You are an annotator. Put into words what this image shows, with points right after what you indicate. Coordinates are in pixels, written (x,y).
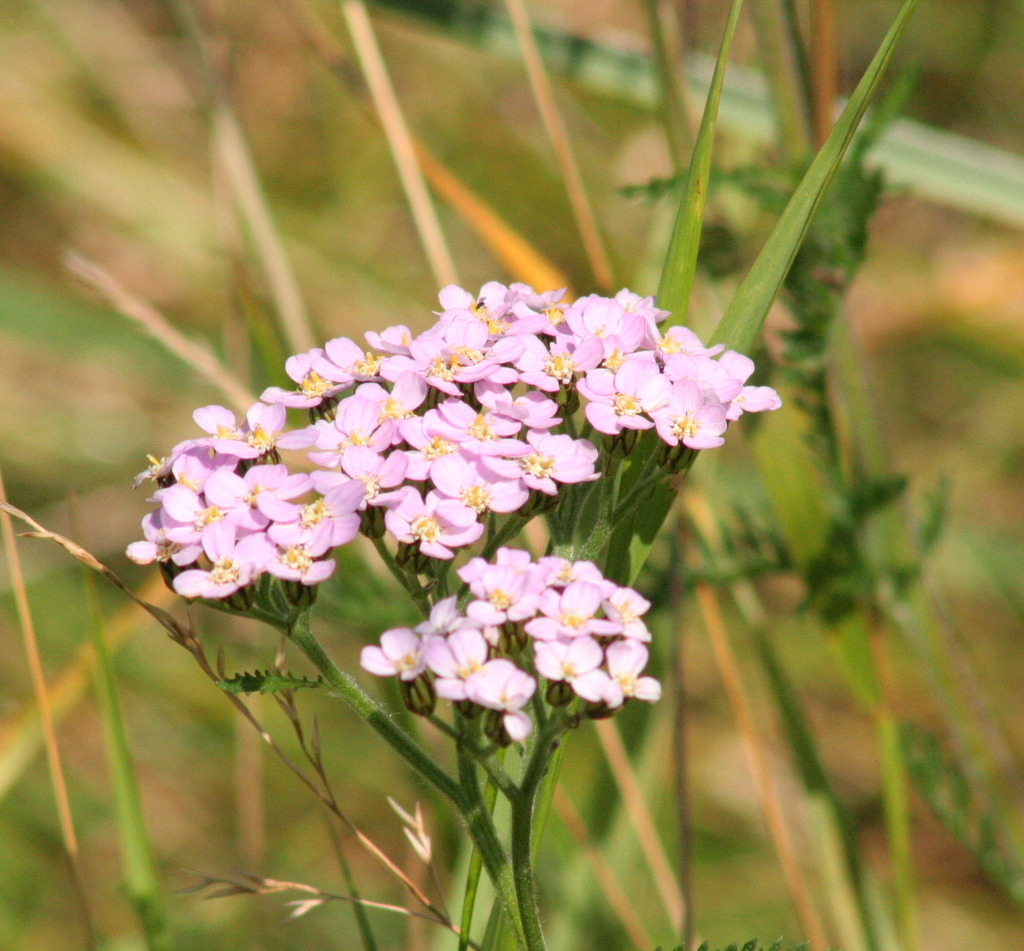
In the middle of the image (622,373) we can see some flowers (542,304) and plants (775,257). Background of the image (112,161) is blur.
